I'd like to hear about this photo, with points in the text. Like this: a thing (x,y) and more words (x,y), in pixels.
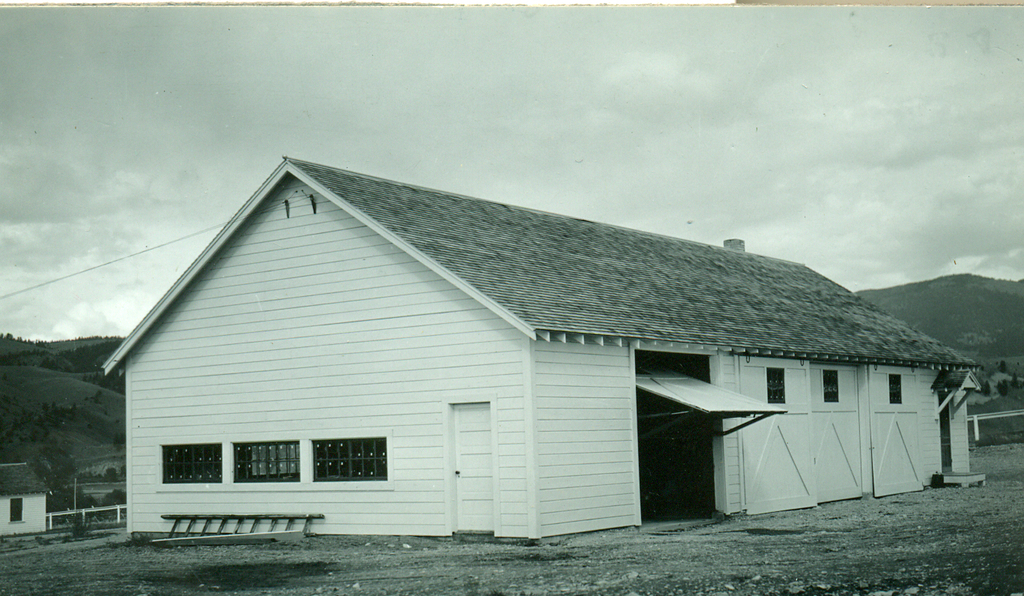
In this image in the front (459,410) there is a house (602,417), in front of the house (588,400) there is a ladder (250,535). On the left side (49,513) there is a fence (92,513) and there is a cottage (25,508). In the background (117,339) there are mountains (45,358), trees (45,358) and there is a railing (985,413) which is white in colour and the sky (759,145) is cloudy.
